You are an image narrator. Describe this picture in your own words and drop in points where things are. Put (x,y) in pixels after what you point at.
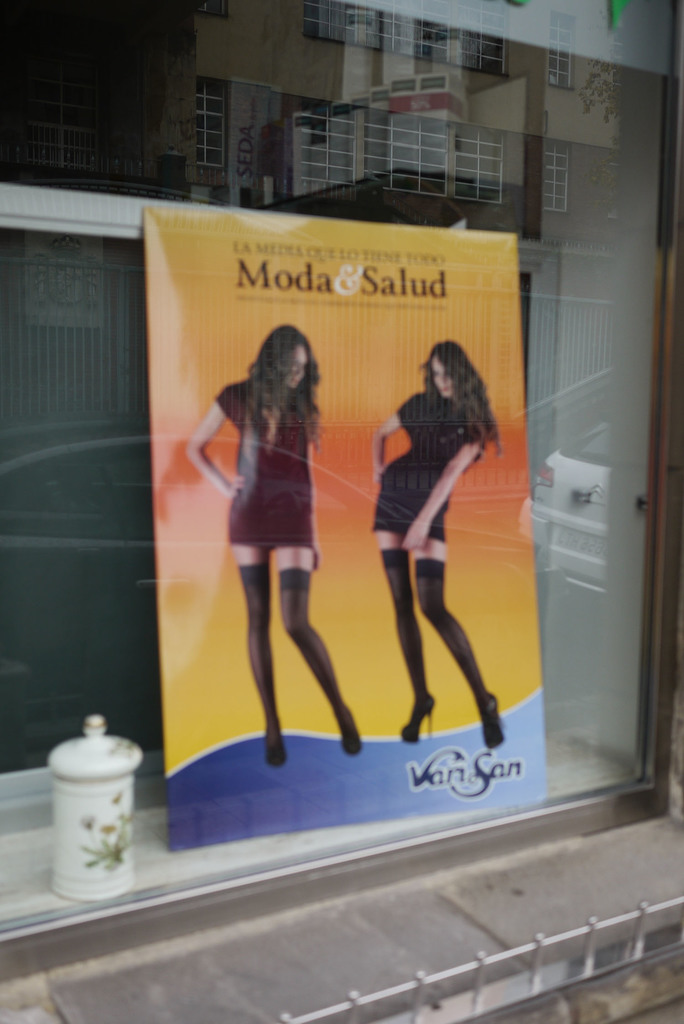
In this picture we can see a hoarding (373,602), beside to the hoarding (232,523) we can find a jar (121,829), in the background (8,702) we can see a glass (550,303).
